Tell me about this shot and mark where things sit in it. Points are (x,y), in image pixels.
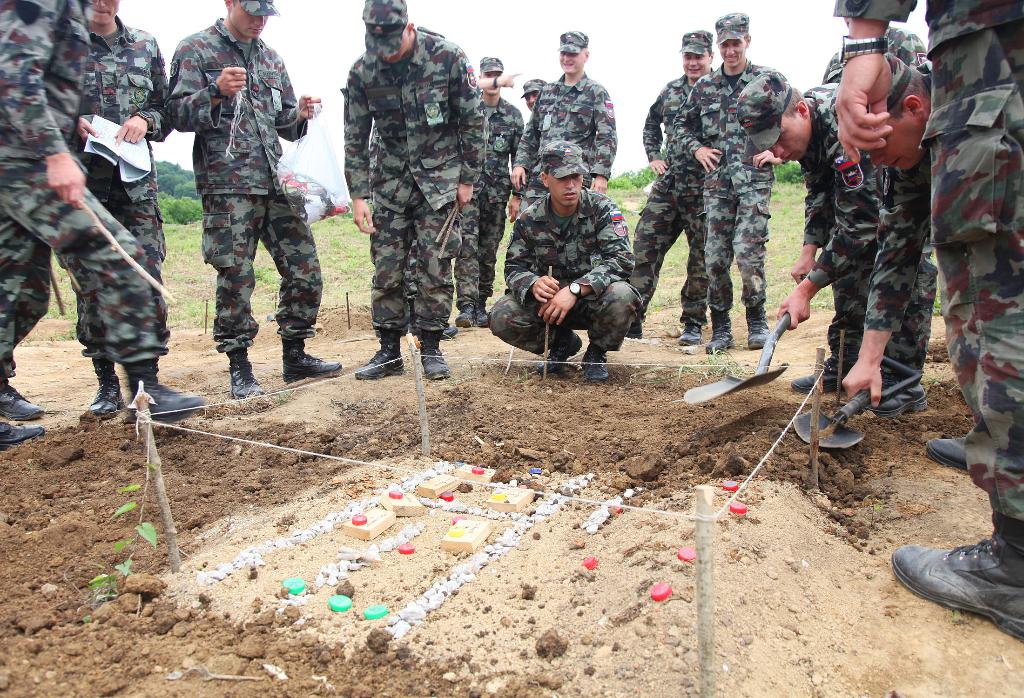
In this image we can see army people (818,178). At the bottom of the image (517,545), we can see the wooden pieces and some objects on the land (606,584). We can see two people (863,359) are holding shovels (828,424) in their hands (875,371). In the background of the image (348,291), we can see grassy land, plants (194,214) and the sky (291,76).
